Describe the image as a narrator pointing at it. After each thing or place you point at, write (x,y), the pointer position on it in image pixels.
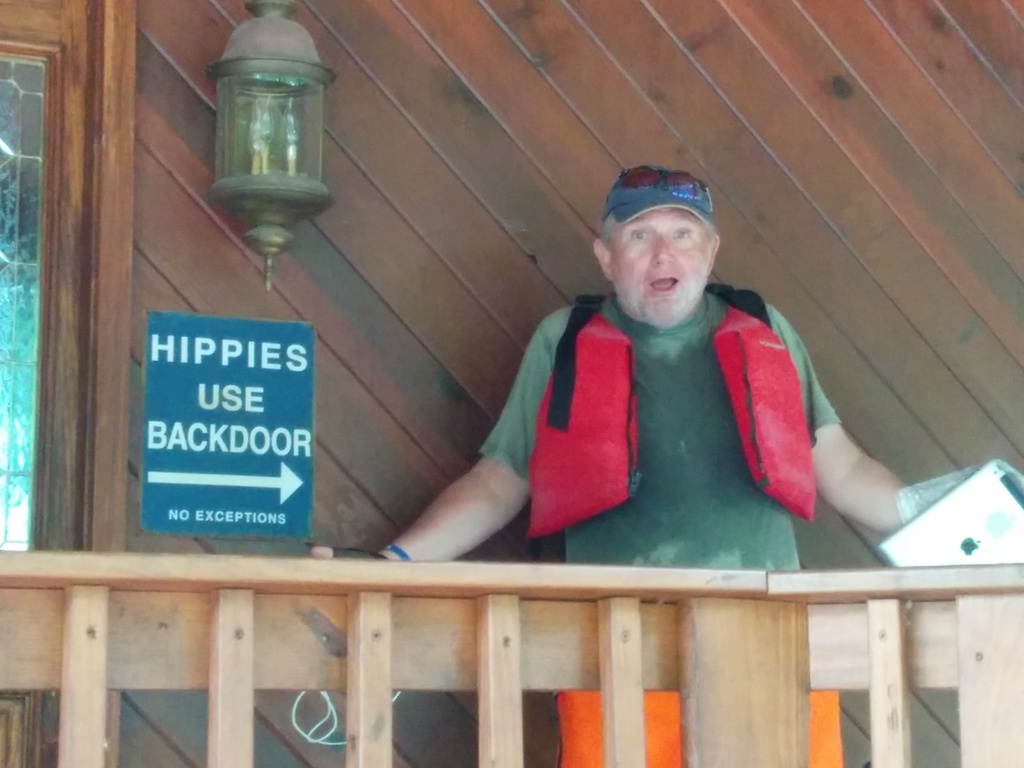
There is a man (663,290) standing and holding gadget (947,517) and we can see board (247,400) and light (286,120) on wooden wall (531,120) and we can see door (34,507) and fence (398,652).
